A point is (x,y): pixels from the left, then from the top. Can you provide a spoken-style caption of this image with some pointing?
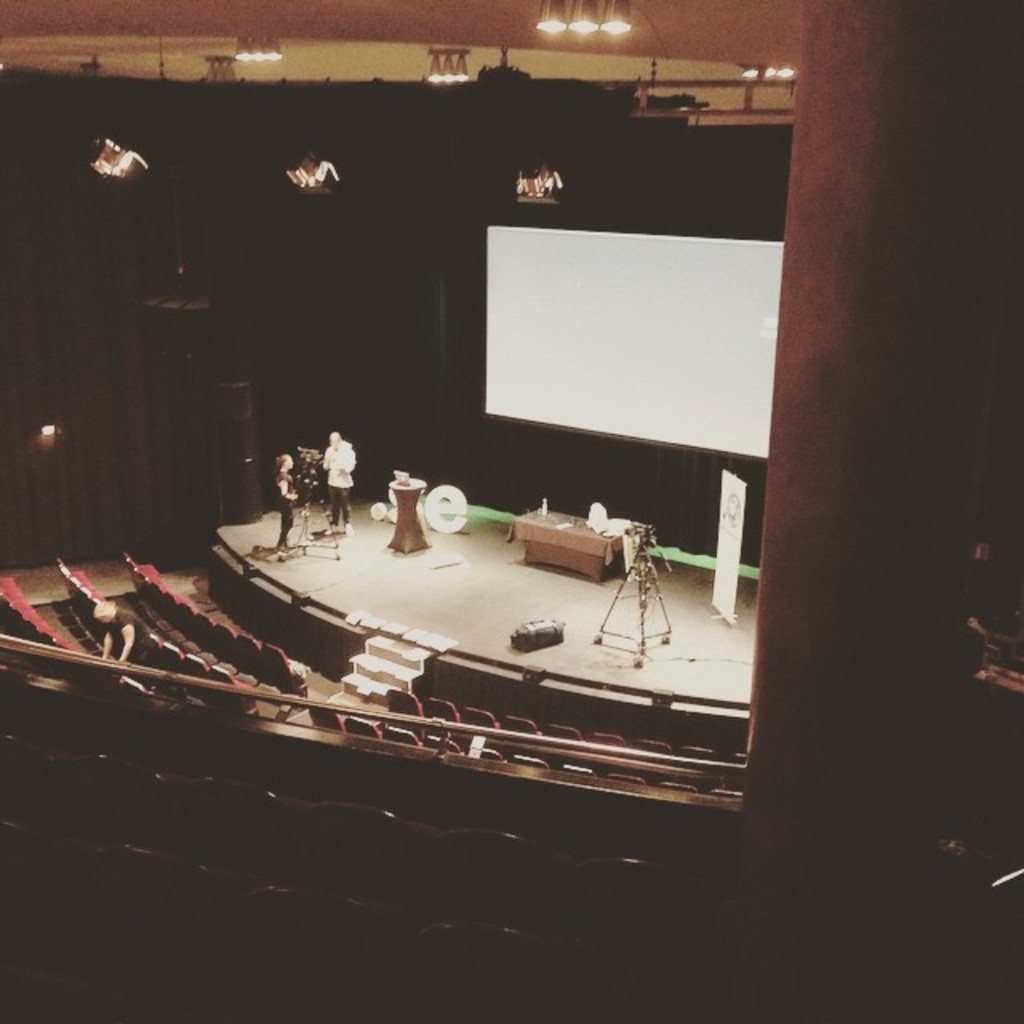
In this image in the front (399,869) there are empty chairs (454,873). In the background (288,510) there are persons (336,477) standing on the stage (365,549) and there are objects (305,481) which are white, black and brown in colour and there is a table (602,543), on the table (599,534) there are objects (599,522) which are white in colour and there is a screen (655,341) and there are lights (460,65) hanging on the top (584,20) and there is a pillar (897,562) on the right side (920,539) and there are steps (394,661).
